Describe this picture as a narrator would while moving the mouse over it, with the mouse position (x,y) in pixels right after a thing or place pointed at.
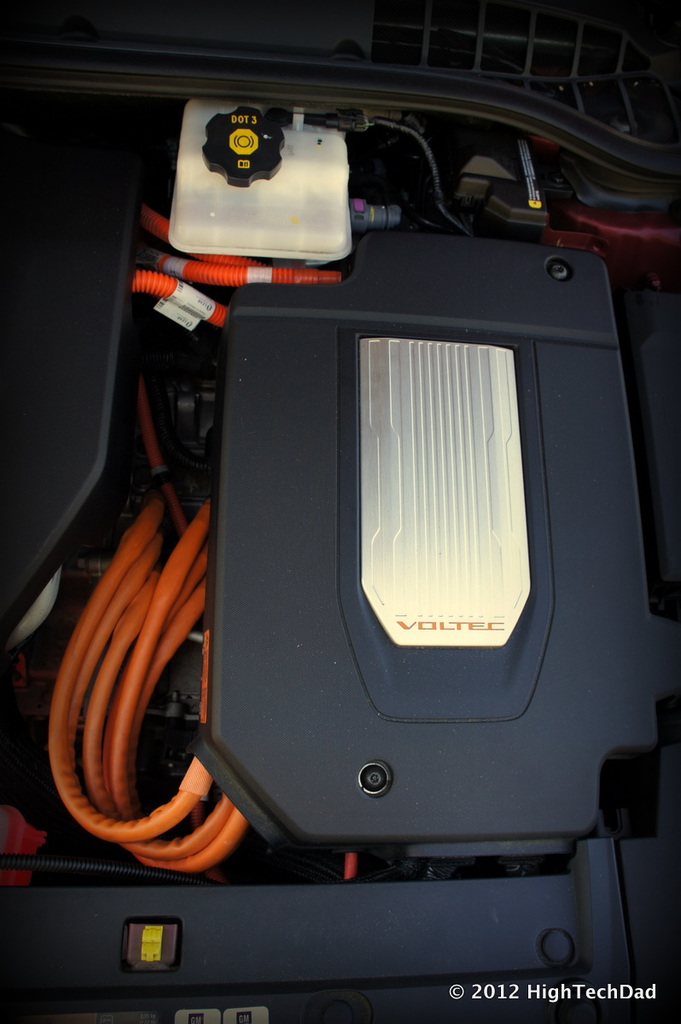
In this picture I can see a box (231,650) with some wires (126,630).
